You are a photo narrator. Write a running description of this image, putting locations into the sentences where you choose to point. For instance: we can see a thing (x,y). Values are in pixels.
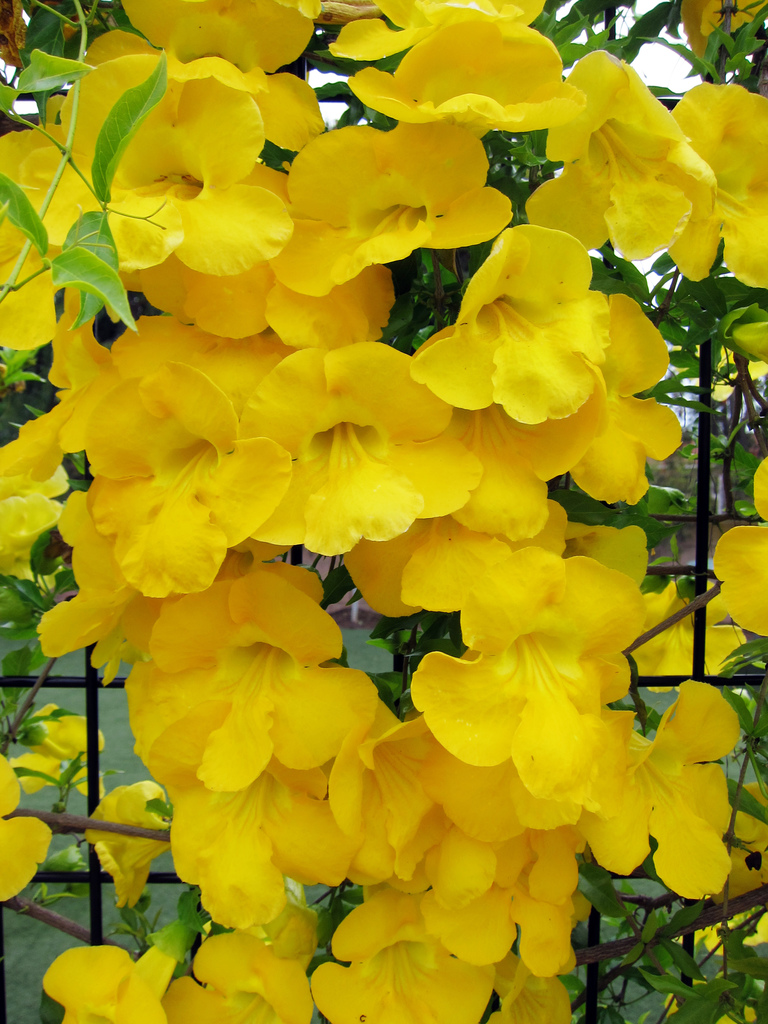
The picture consists of flowers (328,731), fencing (93,711), stems (652,953) and leaves (409,685). In the background (110,746) there is grass (124,736).
